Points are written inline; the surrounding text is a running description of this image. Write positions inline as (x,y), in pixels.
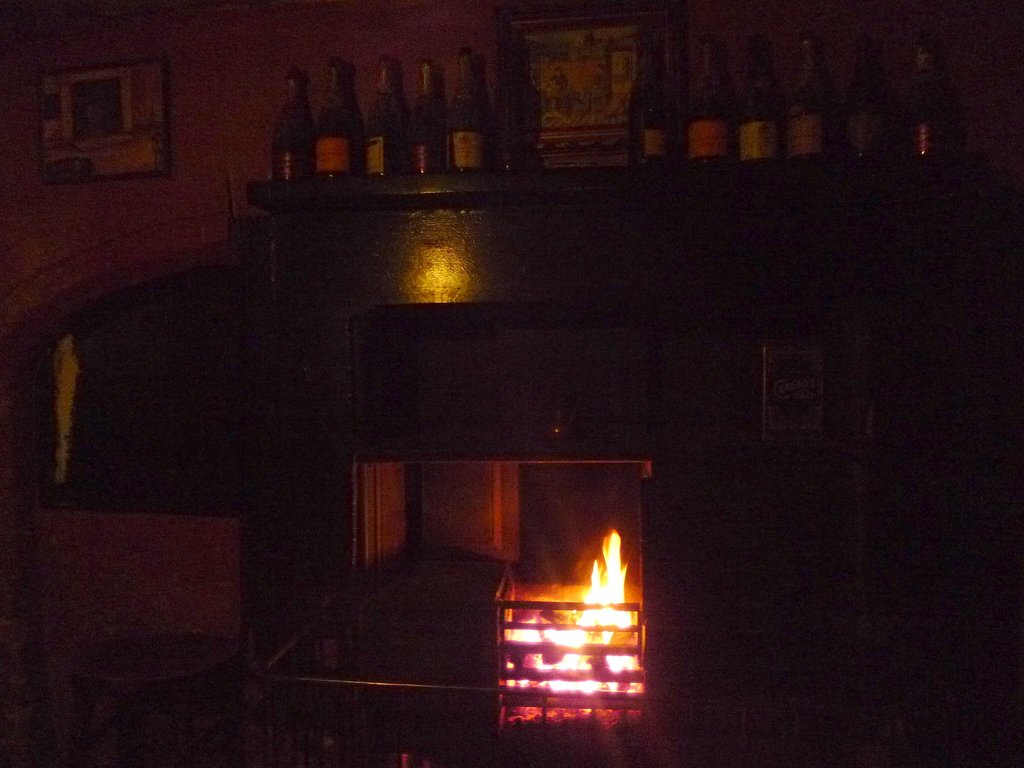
This is the picture of a room (637,293). In this image there are bottles (693,125) on the shelf (689,201). At the bottom (556,661) there is a flame (617,567). At the back (613,92) there are frames (583,68) on the wall (192,105). On the left side of the image (124,724) there is a stool (129,712).
